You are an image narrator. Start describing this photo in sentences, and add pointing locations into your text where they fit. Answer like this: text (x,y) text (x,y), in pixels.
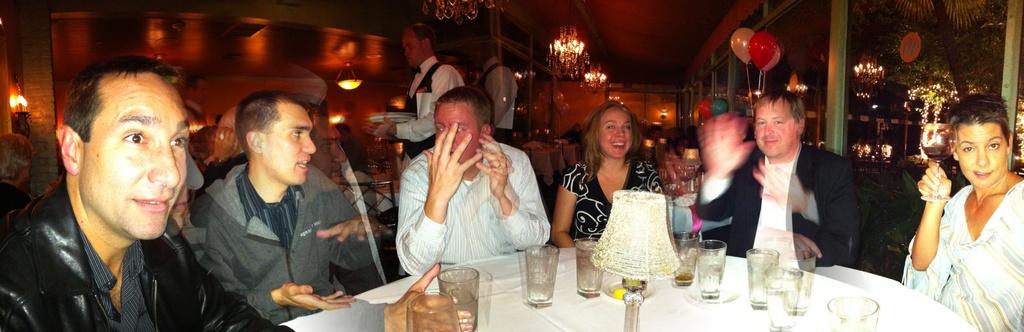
In this image, we can see people (302,189) sitting on the chairs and there are glasses (587,283) and a light (638,268) are placed on the table (577,321) and in the background (754,66), we can see balloons (770,63) on door (797,56).
